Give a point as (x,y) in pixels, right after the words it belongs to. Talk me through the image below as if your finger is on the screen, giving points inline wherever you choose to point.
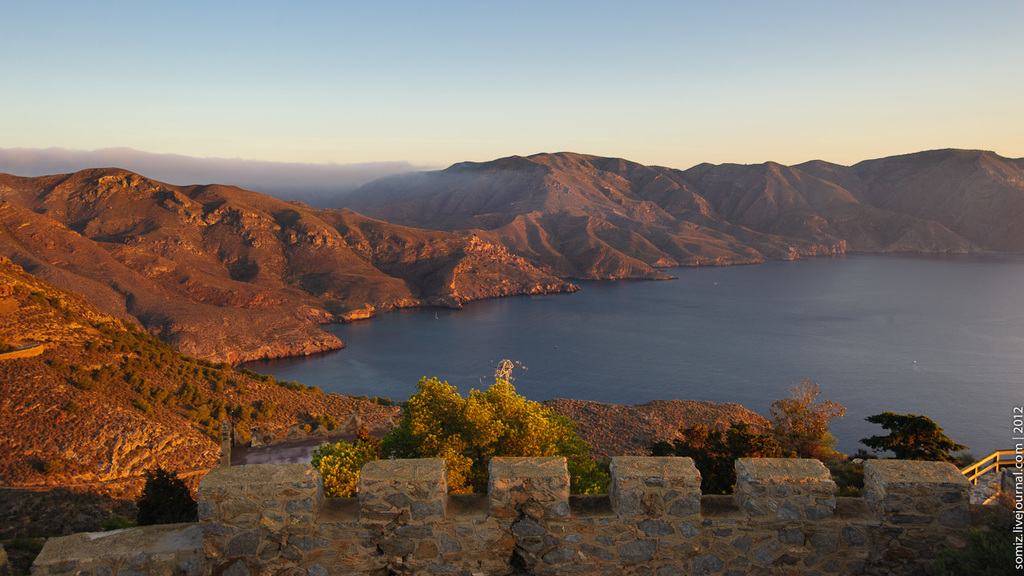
At the bottom of the image (334,519) there is a wall (889,516) and a railing (986,471), in front of that, there are trees (560,422), sea (492,322), mountains (380,235) and the sky (289,103).
